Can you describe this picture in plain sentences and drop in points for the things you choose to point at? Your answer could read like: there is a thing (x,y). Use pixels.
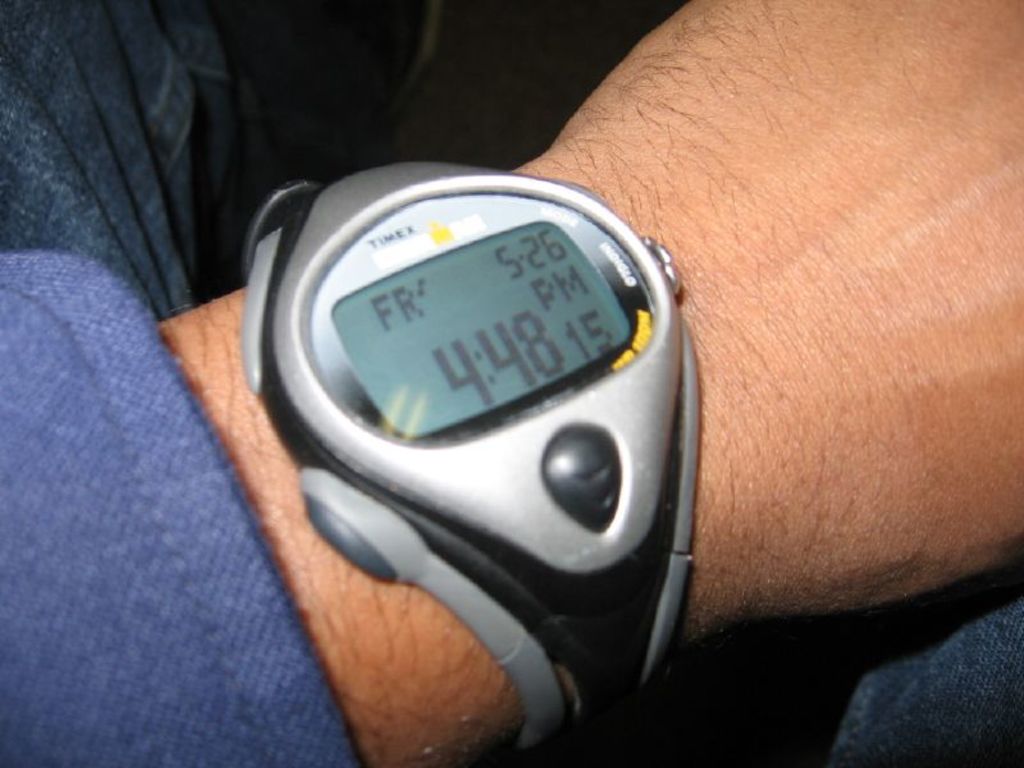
In this image we can see a person's hand (369,578) who has kept digital watch (669,470). This person (214,422) is wearing blue color dress (68,584) and jeans (990,684). The background of the image (258,99) is dark.
